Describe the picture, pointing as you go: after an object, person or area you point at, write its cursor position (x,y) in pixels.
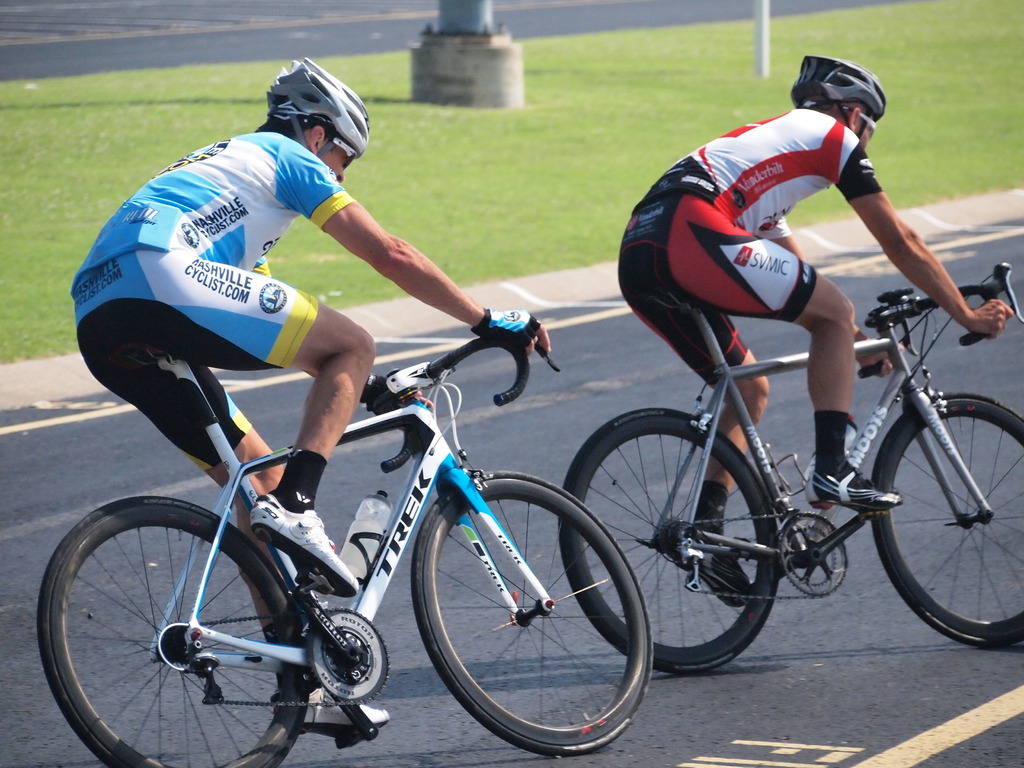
The man (288,316) in white and blue T-shirt (177,218) is riding the bicycle (435,608). In front of him, the man (770,206) in white and red T-shirt (715,142) is riding the bicycle (775,566) on the road (801,646). Beside them, we see grass (476,178) and a pole (455,22). Beside that, we see a white pole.
